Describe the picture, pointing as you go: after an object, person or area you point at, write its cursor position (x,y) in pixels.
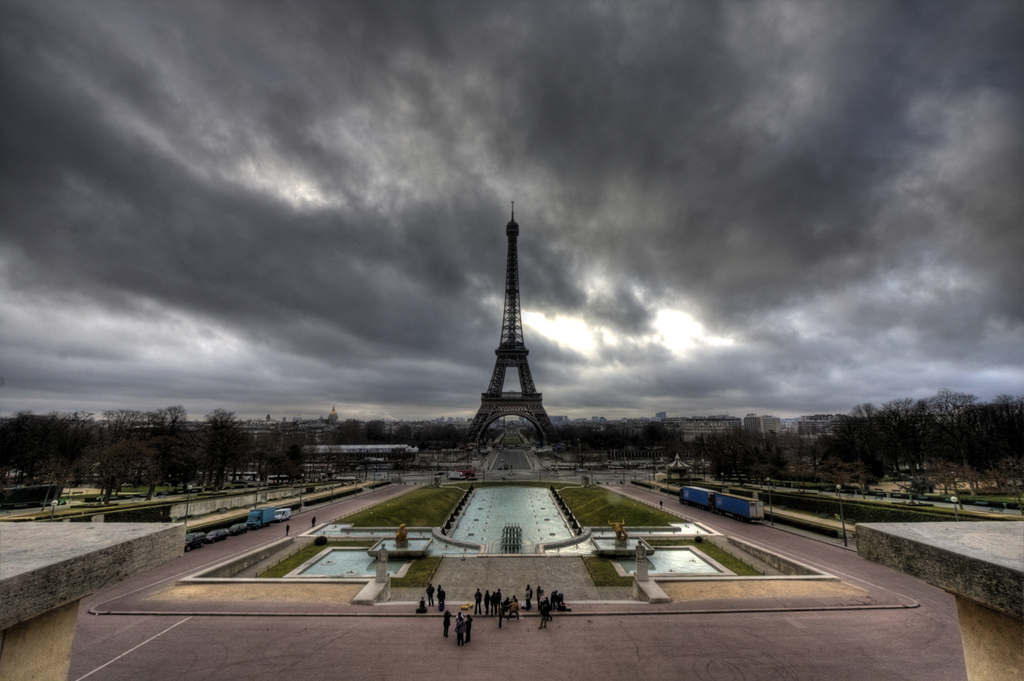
There are some persons (539,601) standing at the bottom of this image (458,624) and there is a grassy land (422,514) in the middle of this image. We can see there are some trees (181,460) and a tower (519,402) in the background (406,432). There is a cloudy sky (529,309) at the top of this image (498,208).
